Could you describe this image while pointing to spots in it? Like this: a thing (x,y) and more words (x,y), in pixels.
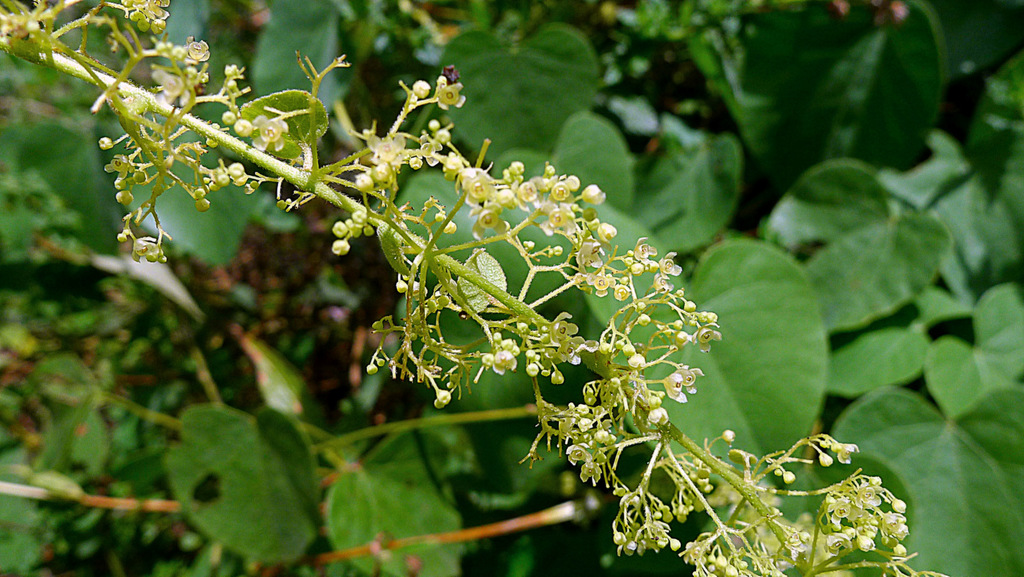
In this image there are many green leaves (251,482) and stems (117,78).
